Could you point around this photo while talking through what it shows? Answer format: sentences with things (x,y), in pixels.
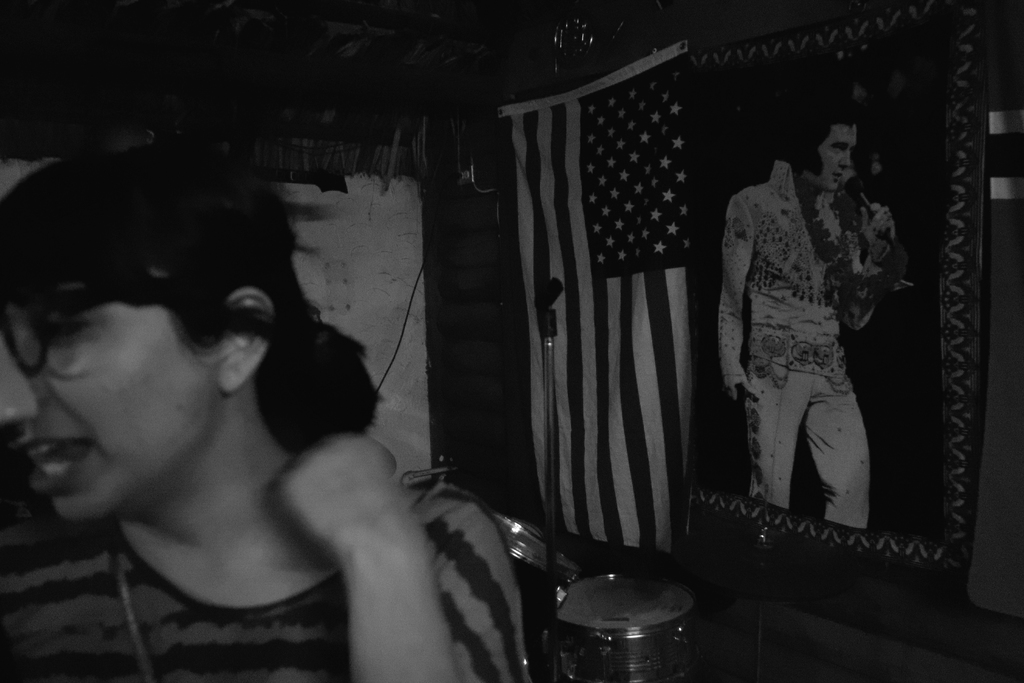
This is a black and white picture. On the left side of the image (145,317) we can see a person (90,505). In the background (595,198) we can see musical instruments (664,651), wall (766,610), flag (592,426), and a poster (942,394). On the poster (819,260) we can see picture (812,368) of a person (812,387).
